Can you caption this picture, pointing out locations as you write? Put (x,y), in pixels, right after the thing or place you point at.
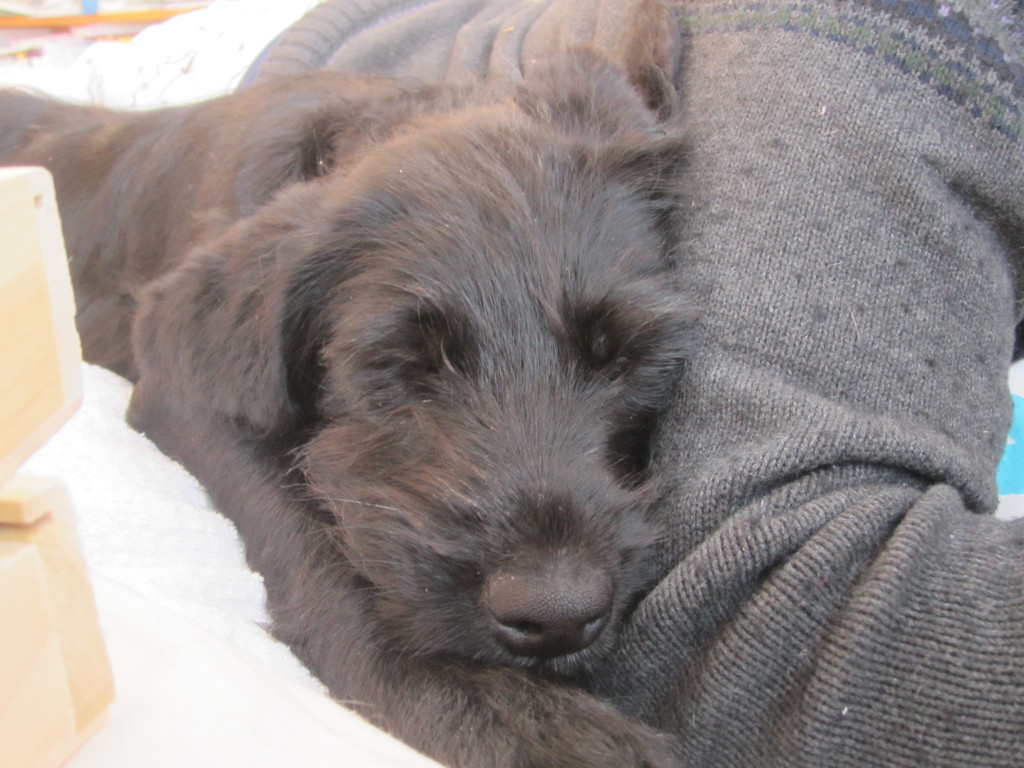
In this image we can see a dog (588,607) and a person (785,87) laying on the ground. On the left side of the image (76,525) we can see some wood pieces (83,594).
